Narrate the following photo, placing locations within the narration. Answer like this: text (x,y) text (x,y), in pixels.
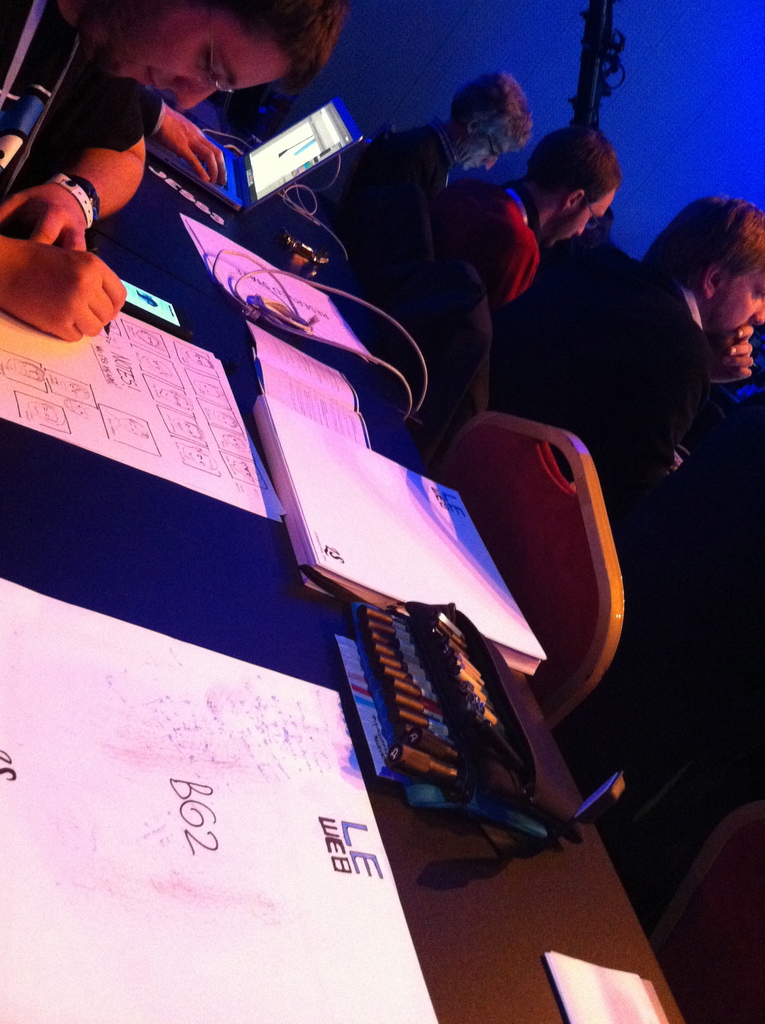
In this picture we can see a group of people (488,261), here we can see an object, chairs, platform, on this platform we can see a laptop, books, papers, mobile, pen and some objects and in the background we can see it is blue color.
